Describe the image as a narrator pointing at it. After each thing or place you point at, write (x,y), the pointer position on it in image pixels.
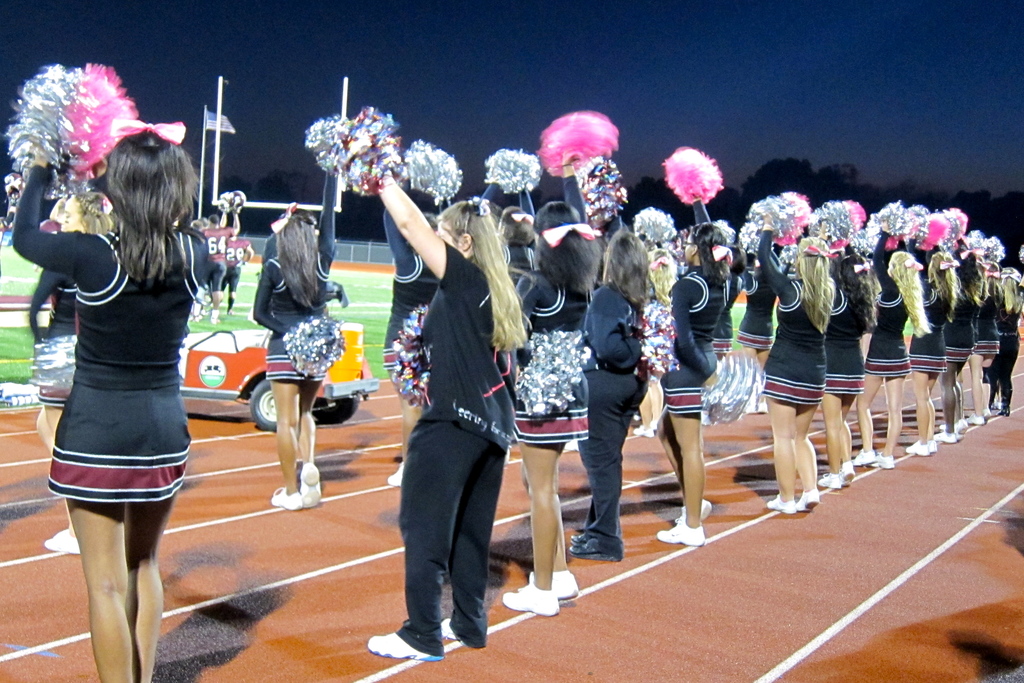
In this image we can see people (720,313) standing and holding pom poms (1022,247). In the background (300,187) there are poles (220,140), trees (341,232) and sky (544,107). There is a flag (215,121). We can see a vehicle (242,384).
